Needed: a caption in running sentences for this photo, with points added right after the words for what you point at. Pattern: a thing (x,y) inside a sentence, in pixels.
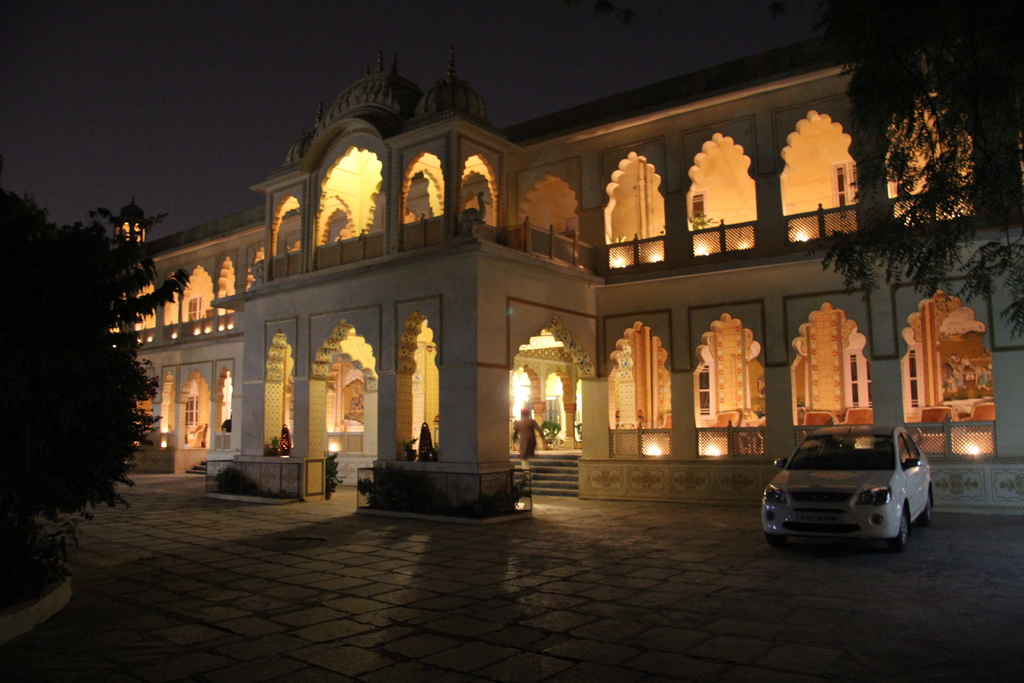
In the foreground of this image (494,629), there is a pavement (572,608). On the left (48,409) and right, there are trees (998,163). In the background (872,483), there is a car (804,491), building (426,276), lights (337,448) and the dark sky (172,76).
